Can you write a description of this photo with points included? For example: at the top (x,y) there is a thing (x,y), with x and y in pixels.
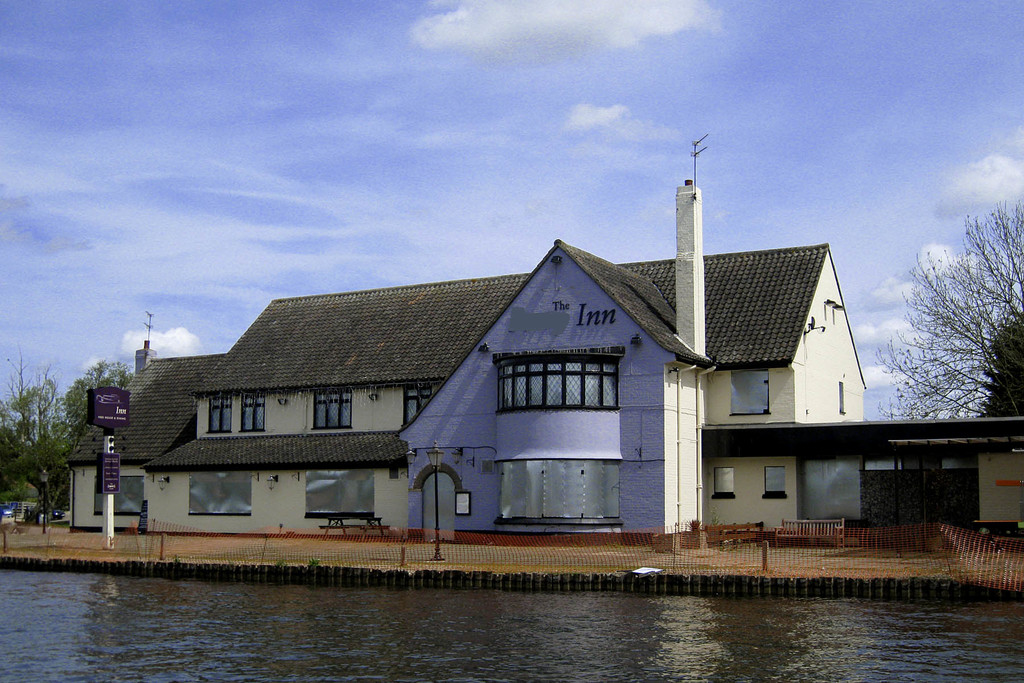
In this picture there is a building (631,461) and there are trees (55,446) and there are boards (108,392) on the pole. On the left side of the image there are vehicles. At the top (535,184) there is sky (481,168) and there are clouds (579,4). At the bottom (526,601) there is water (844,611) and there is a fence (555,540).
